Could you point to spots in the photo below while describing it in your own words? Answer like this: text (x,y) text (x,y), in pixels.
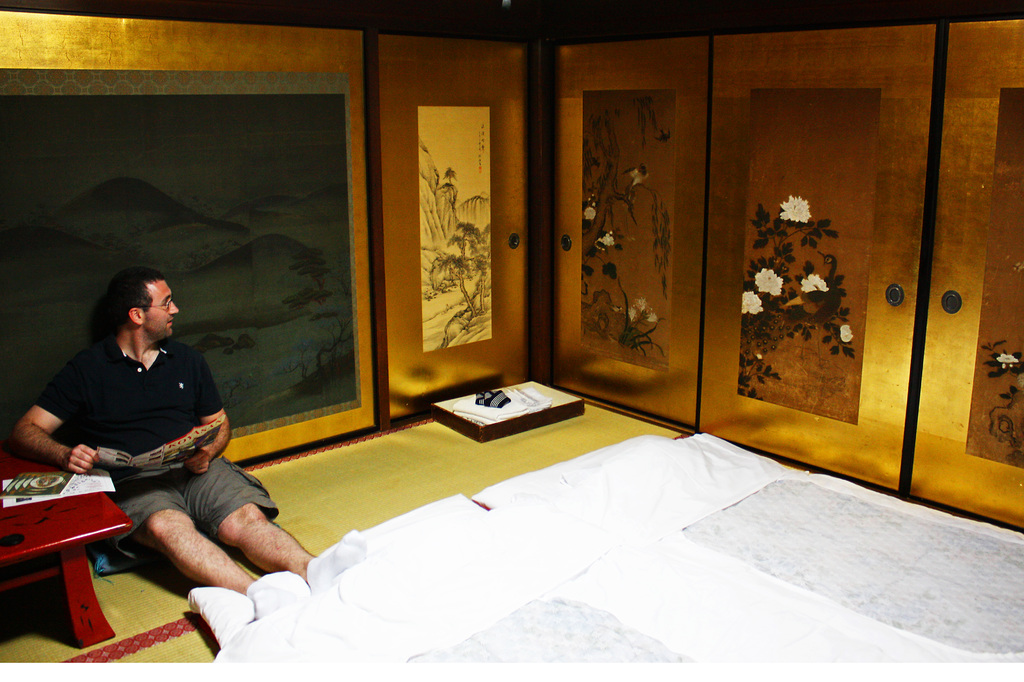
In this picture we can see a man (250,499) who is sitting on the floor (382,493). This is bed (704,572). Here we can see a table (35,578). On the table (71,499) there is a book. And this is wall (660,328).
